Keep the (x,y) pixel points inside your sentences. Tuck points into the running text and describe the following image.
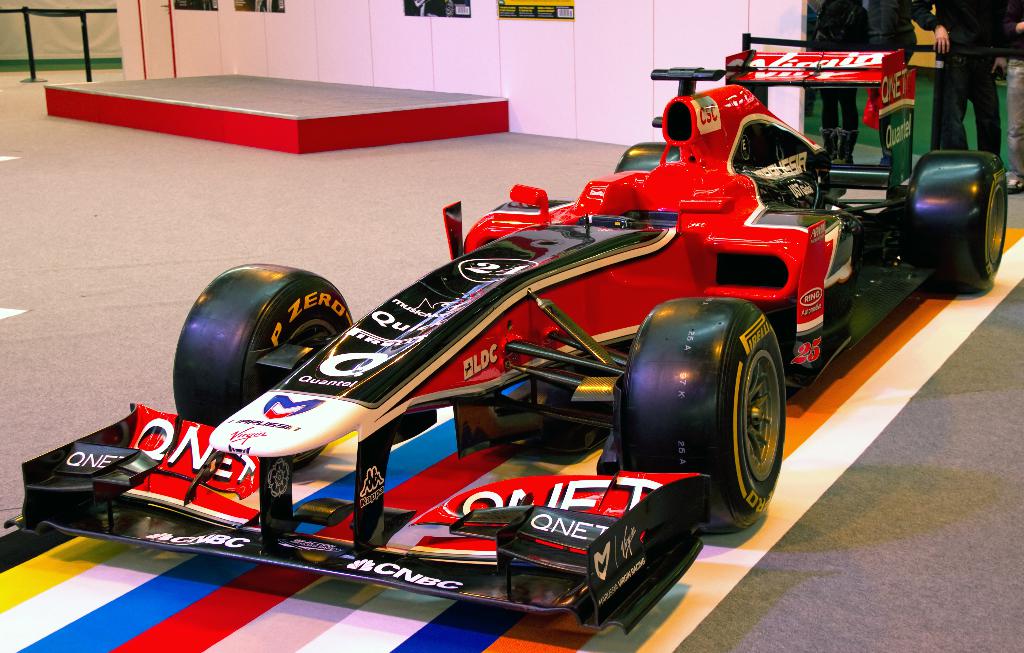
In this image in the center (626,411) there is one vehicle (751,285) and in the background (951,101) there are some persons (938,41) who are standing and there is a wall (202,32), on the wall (286,40) there are some boards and at the bottom (896,537) there is a floor (873,450).
